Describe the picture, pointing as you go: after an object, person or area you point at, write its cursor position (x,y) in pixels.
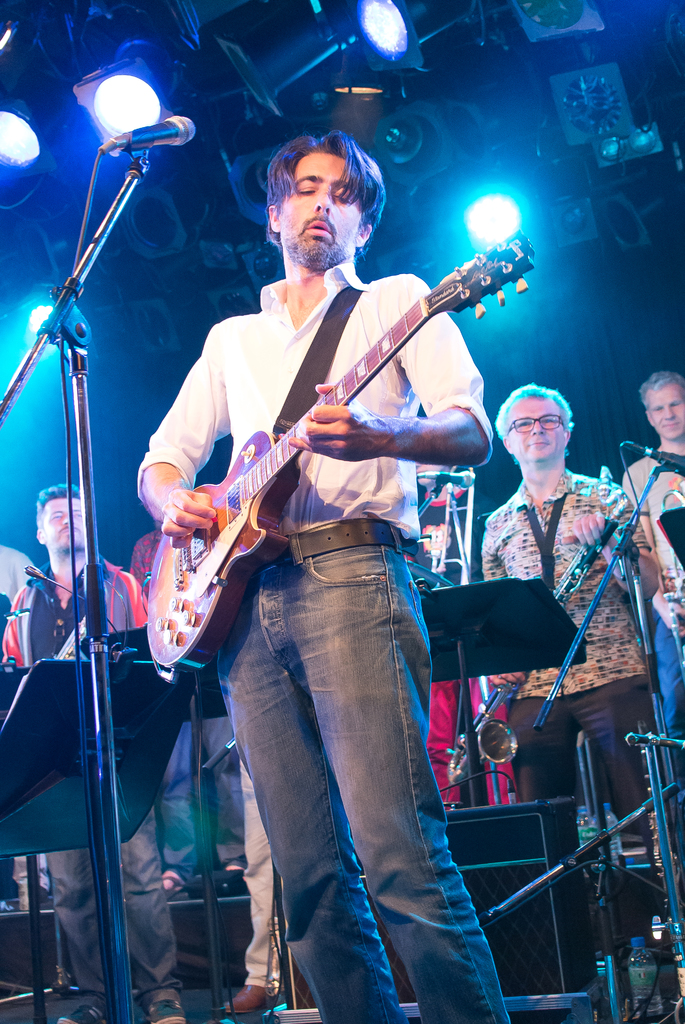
As we can see in the image, there are few people (183,525) standing and the man (262,714) who is standing here is holding guitar (389,340). In front of him there is a mic (149,130).
